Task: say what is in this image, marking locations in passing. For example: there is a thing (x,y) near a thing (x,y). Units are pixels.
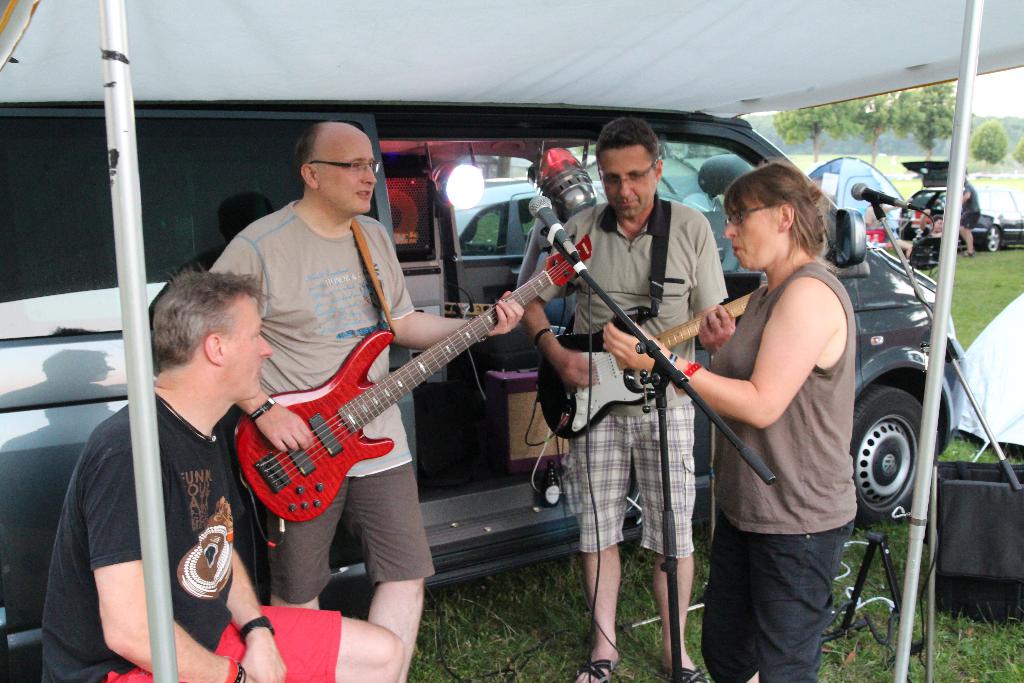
This picture is of outside which is under the tent (728,24). In the foreground (338,246) we can see two persons (373,253) standing and playing guitar (596,340). On the right (804,306) there is a woman (793,449) standing. In the center (597,280) there is a microphone (535,212) attached to the stand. On the left (184,371) there is a man (186,457) wearing black color t-shirt (171,470) and sitting. In the background (213,134) we can see the car (181,123), tent (861,165), trees (1001,137), person (970,212) and cars (1000,220).
